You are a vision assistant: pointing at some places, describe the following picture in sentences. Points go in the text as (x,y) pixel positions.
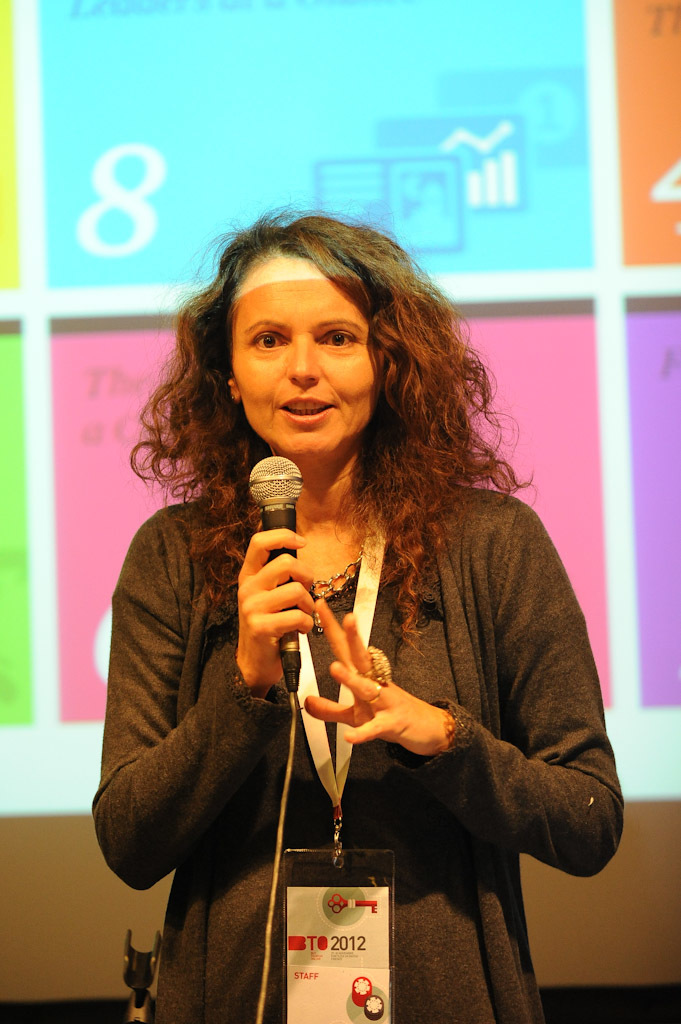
In the image in the center (310,549) we can see one lady (388,567) is standing and she is holding microphone (267,519). And back of her we can see screen (385,126).
